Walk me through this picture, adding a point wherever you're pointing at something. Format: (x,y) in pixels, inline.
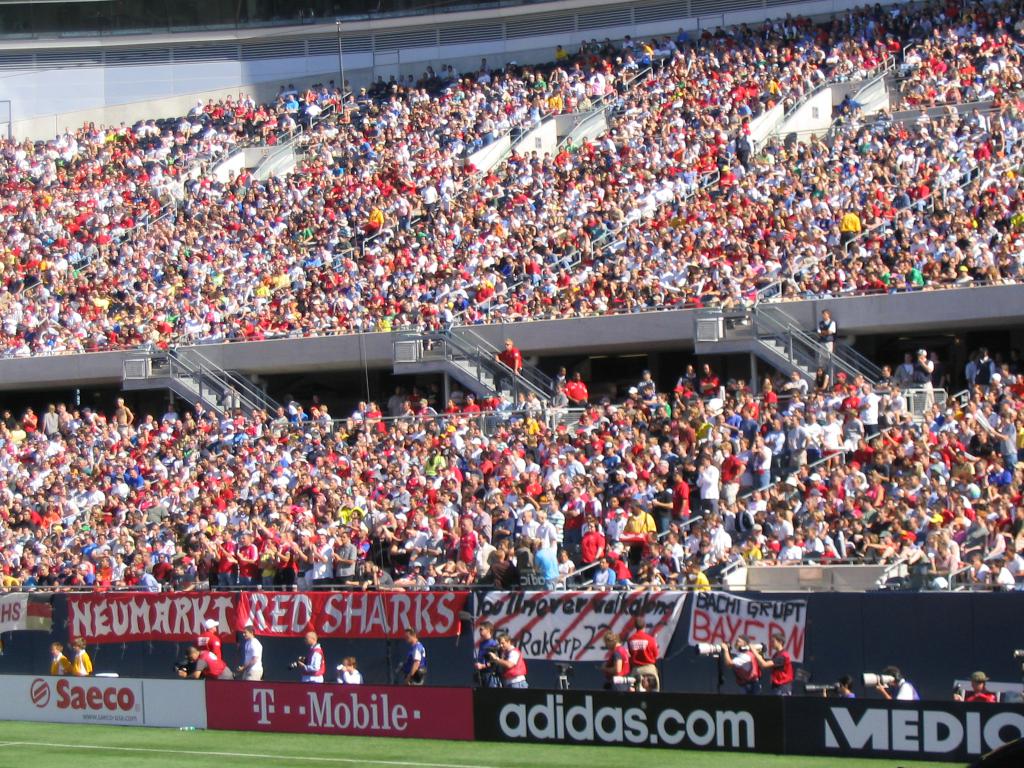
In this picture we can see the ground (109,754) and in the background (88,704) we can see an advertisement board (495,732), banners (732,624), people (655,677), staircases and some objects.
